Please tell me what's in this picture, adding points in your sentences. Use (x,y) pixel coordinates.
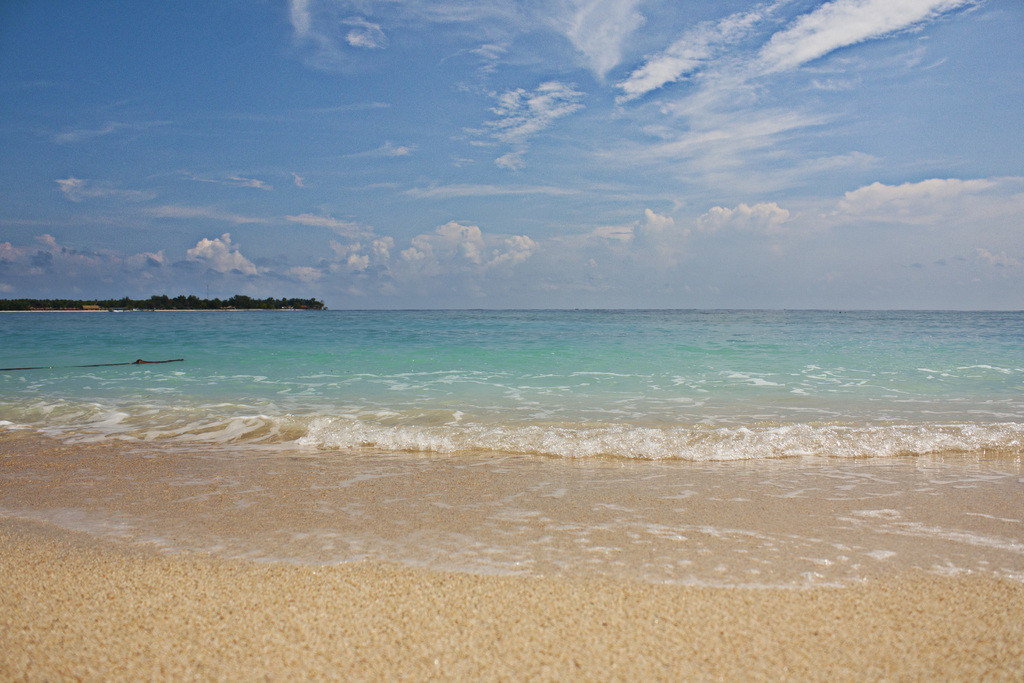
A picture of a beach (388,525). Sky (737,181) is cloudy. This is the sea (607,338). Far there are number of trees (281,307).
